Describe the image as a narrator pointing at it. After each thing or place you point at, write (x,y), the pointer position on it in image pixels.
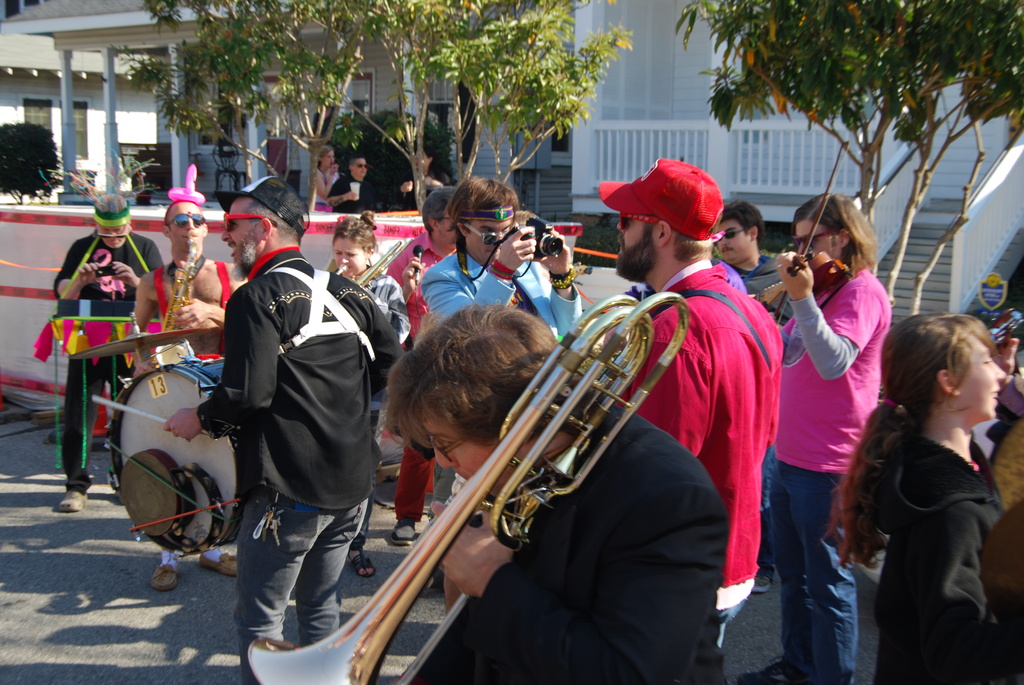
In the picture we can see some people (733,321) are playing a musical instruments (605,322) and walking, and some people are capturing it with camera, in the background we can see some plants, wall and a house (18,81) with pillars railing (1000,159) and steps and we can also see some people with glasses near the house (61,81).
